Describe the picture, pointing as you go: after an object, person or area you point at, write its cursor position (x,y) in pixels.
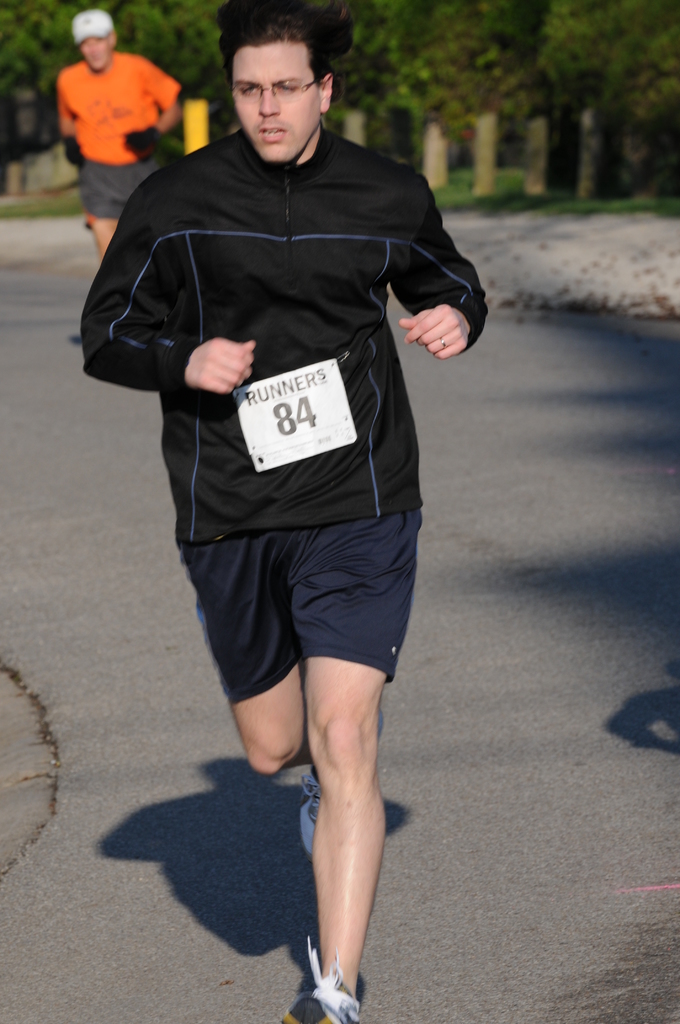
In this image we can see many trees (547,79). There are two persons (227,340) running on the road (169,519). There is a shadow (639,730) of a person (292,435) in the image. There is a grassy land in the image. There is a badge (340,438) attached to a dress (221,258).
